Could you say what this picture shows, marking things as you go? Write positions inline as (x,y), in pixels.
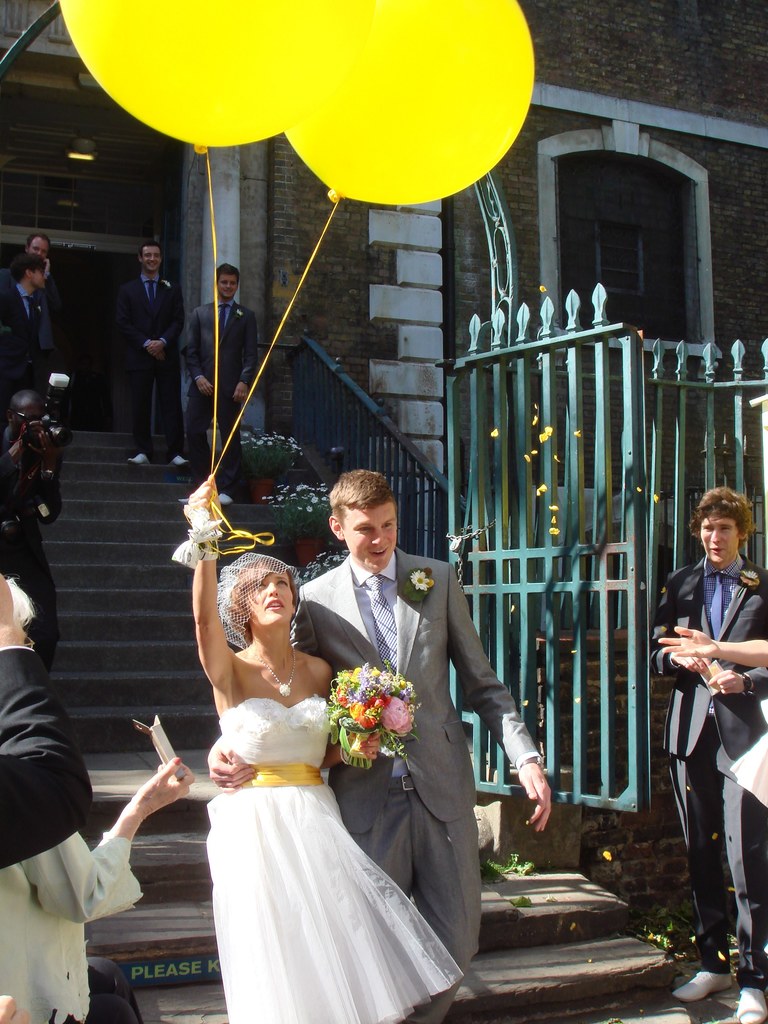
In the middle of the image (359,615) there is a couple (340,743) who is wearing white color dress (312,728) and ash color suit (447,768) respectively, person (224,653) wearing white color dress (221,728) holding balloons (293,126) in her hands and also flower bouquet (345,756) walking through the stairs (148,501) there are some persons (33,509) wearing suits (134,375) standing on left (248,341) and right side of the image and there is fencing (539,337) and building (475,275) on right side of the image (526,511).
